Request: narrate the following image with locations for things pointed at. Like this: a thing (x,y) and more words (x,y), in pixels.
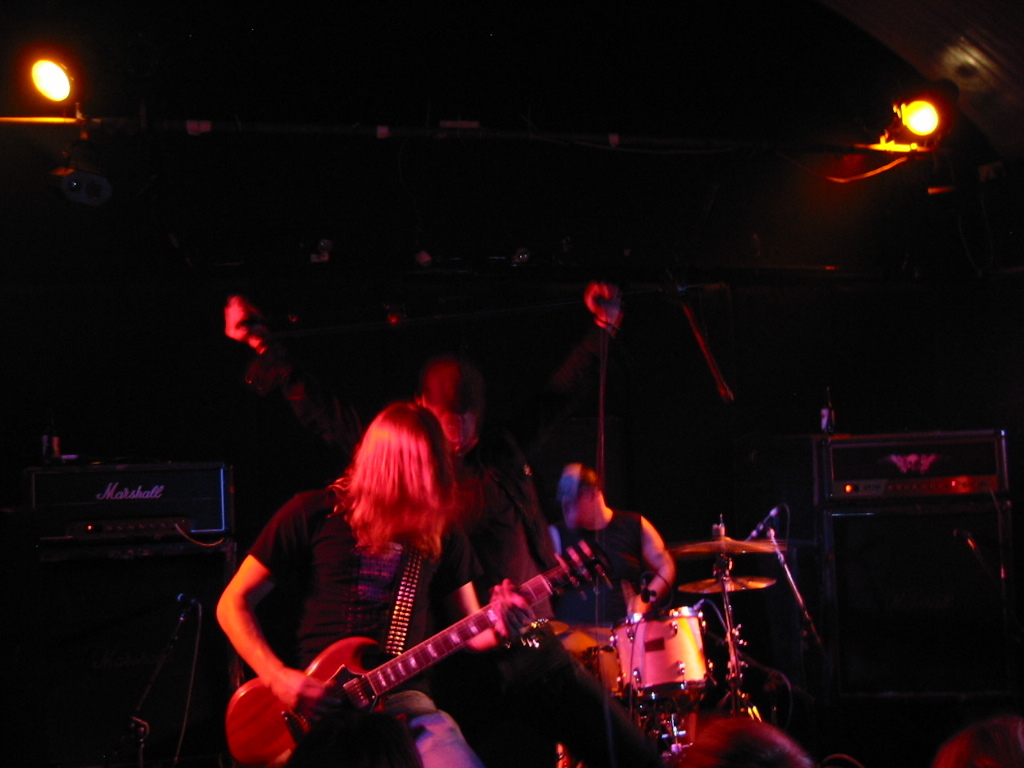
In this image I see 3 persons (228,598) in which 2 of them are with the musical instruments (688,551) and one of them is standing. In the background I see the lights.
